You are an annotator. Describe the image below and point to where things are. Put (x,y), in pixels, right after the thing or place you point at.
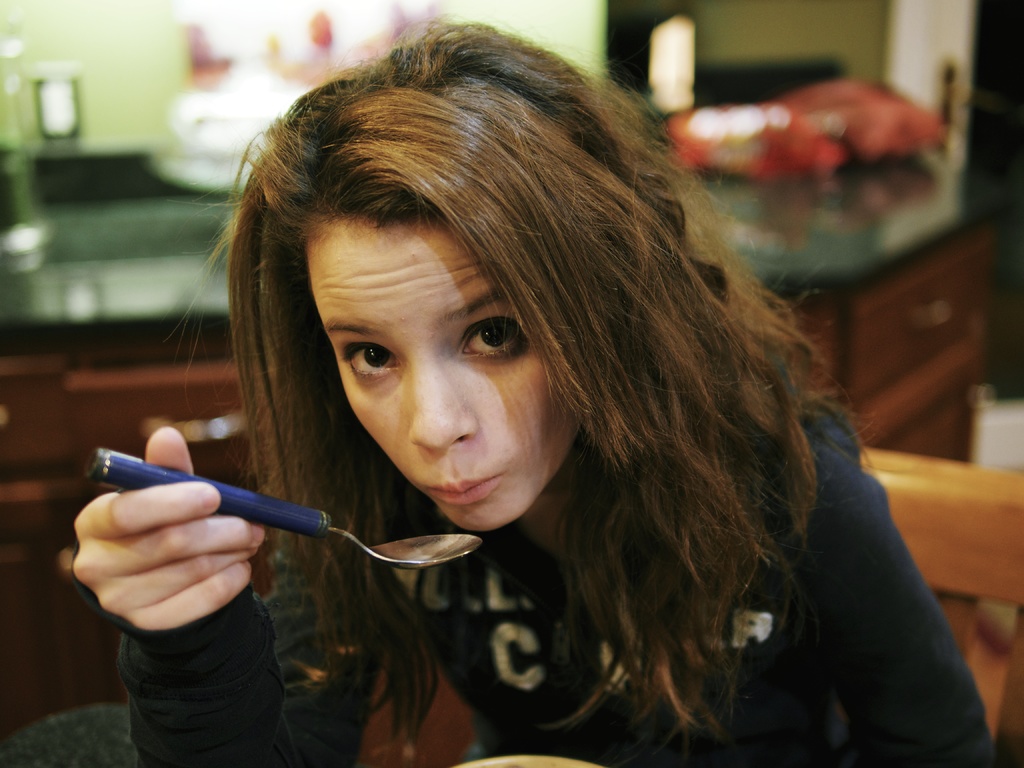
In this image there is one girl (530,379) who is sitting on a chair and she is holding a spoon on the background (223,133) there is wall (97,32), lights (673,46), table (867,237) are there.
